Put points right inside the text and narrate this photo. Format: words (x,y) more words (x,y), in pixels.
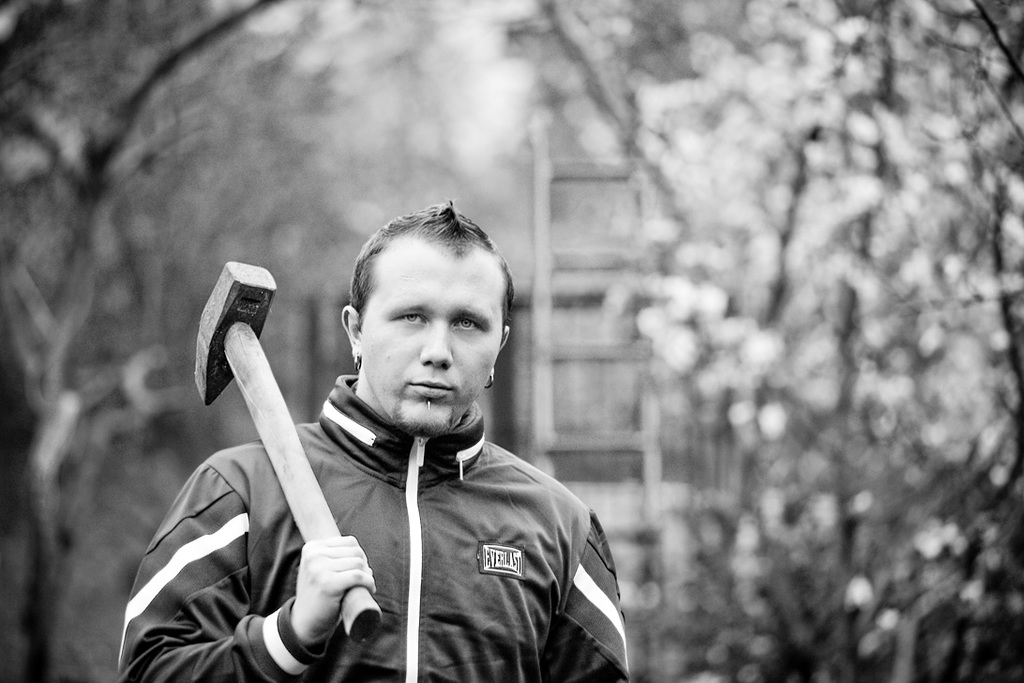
It looks like a black and white picture. We can see a man (418,593) is holding a hammer (278,465) and behind the man (343,443) there are some blurred objects (632,399).
